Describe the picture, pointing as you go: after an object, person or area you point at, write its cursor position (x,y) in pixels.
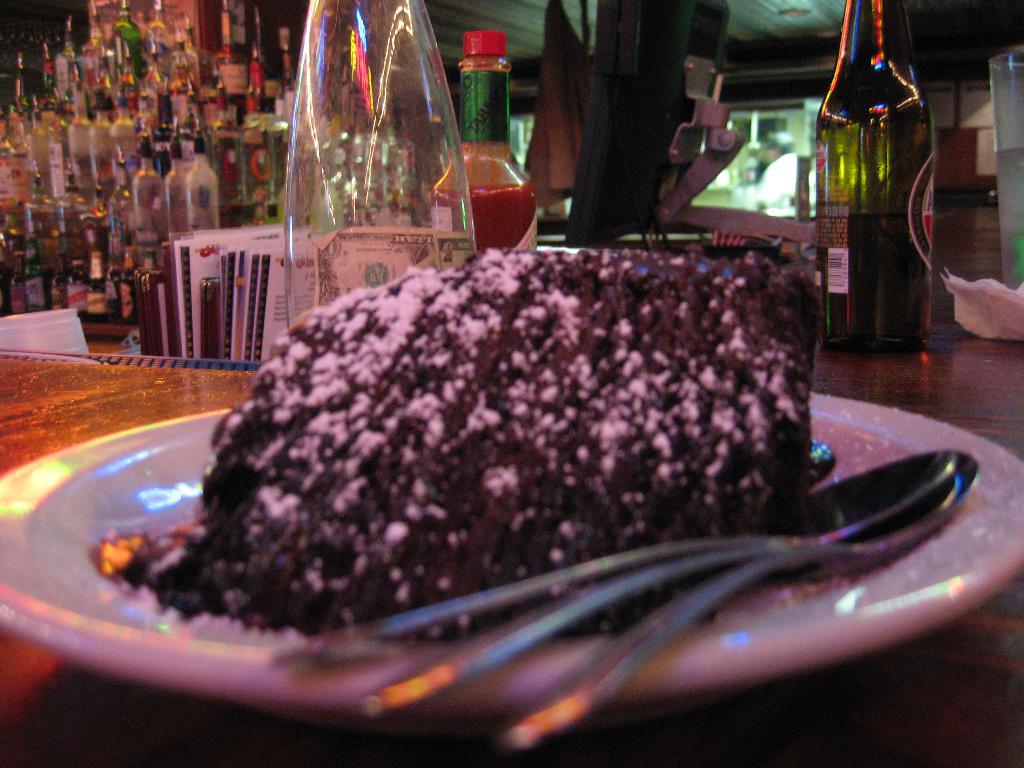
In this picture we can see a wooden object (81,724) and on the object (92,717) there is a plate (371,641) with spoons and a food item (460,477). Behind the plate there are bottles (317,184) and other things (684,132).
